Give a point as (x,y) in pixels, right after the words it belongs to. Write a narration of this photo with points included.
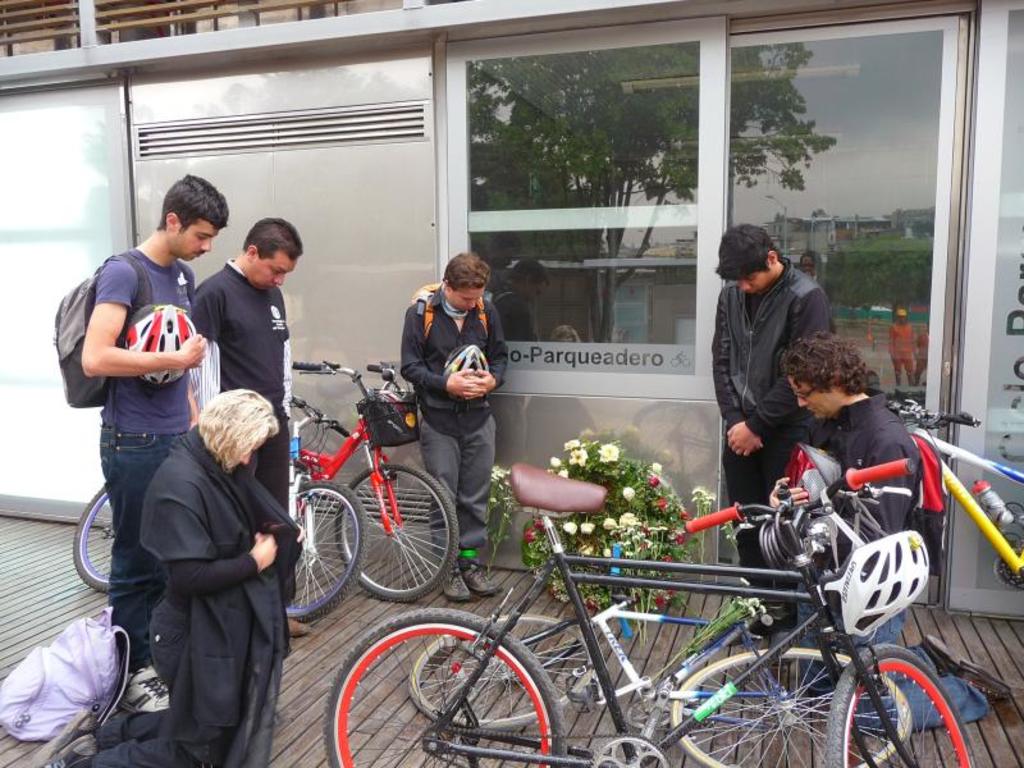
In this we can see a few people (758,546), two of them are wearing backpacks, there are bicycles (892,464), bottle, helmets (797,475), walls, door (967,539), windows (798,44), bouquet (644,523), also we can see some text (1013,284) on the window (689,278).
